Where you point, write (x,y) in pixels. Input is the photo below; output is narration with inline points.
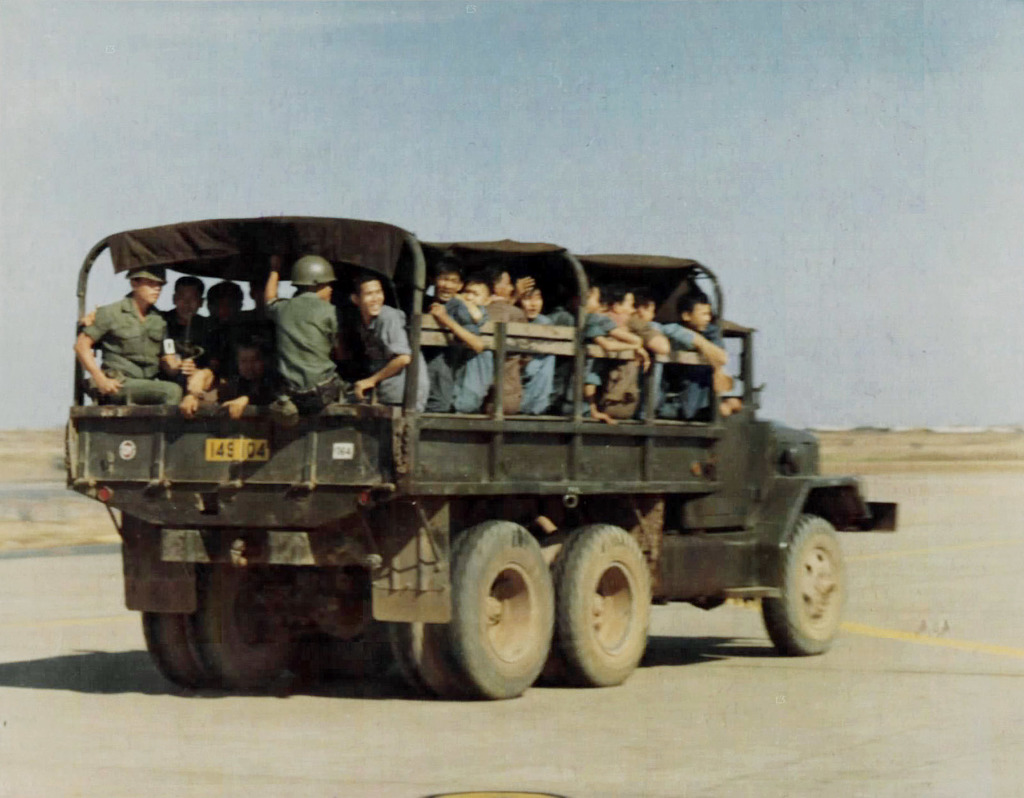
In this image we can see a group of people (656,339) sitting in a truck (426,299) which is on the road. On the backside (420,158) we can see the sky (413,169) which looks cloudy.
